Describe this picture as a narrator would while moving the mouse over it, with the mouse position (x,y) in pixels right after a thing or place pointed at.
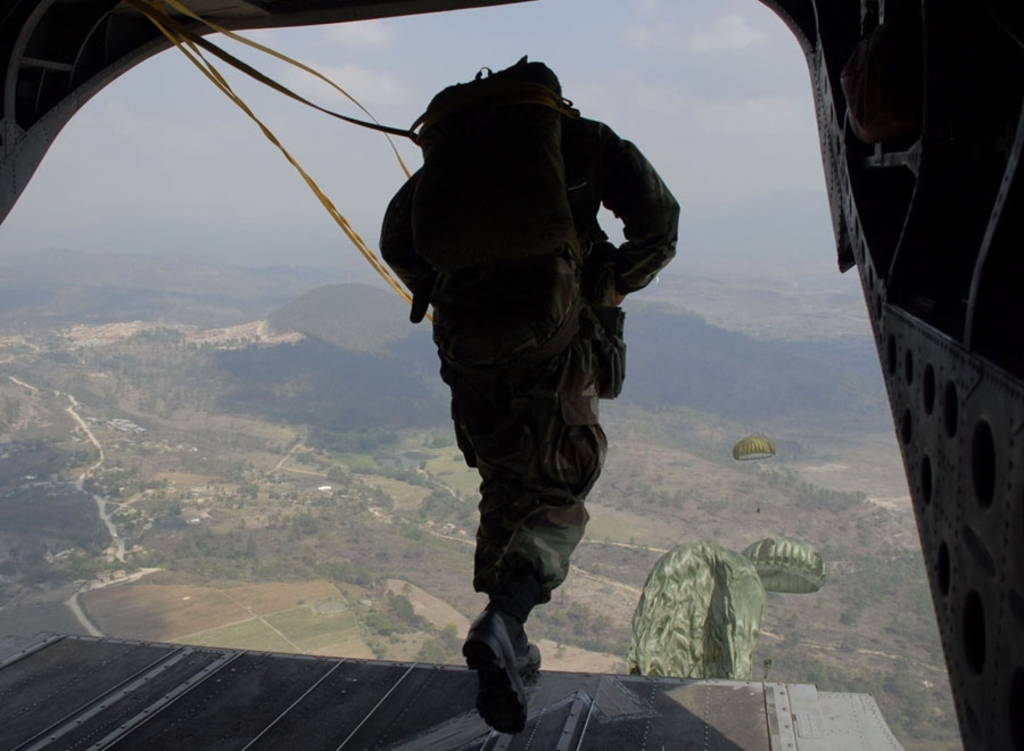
In this picture there is a person (538,389) wearing military dress (558,459) is carrying a bag (532,237) on his back (510,331) and there are few parachutes (718,567) in front of him and there are trees (395,391) in the background (351,404).
